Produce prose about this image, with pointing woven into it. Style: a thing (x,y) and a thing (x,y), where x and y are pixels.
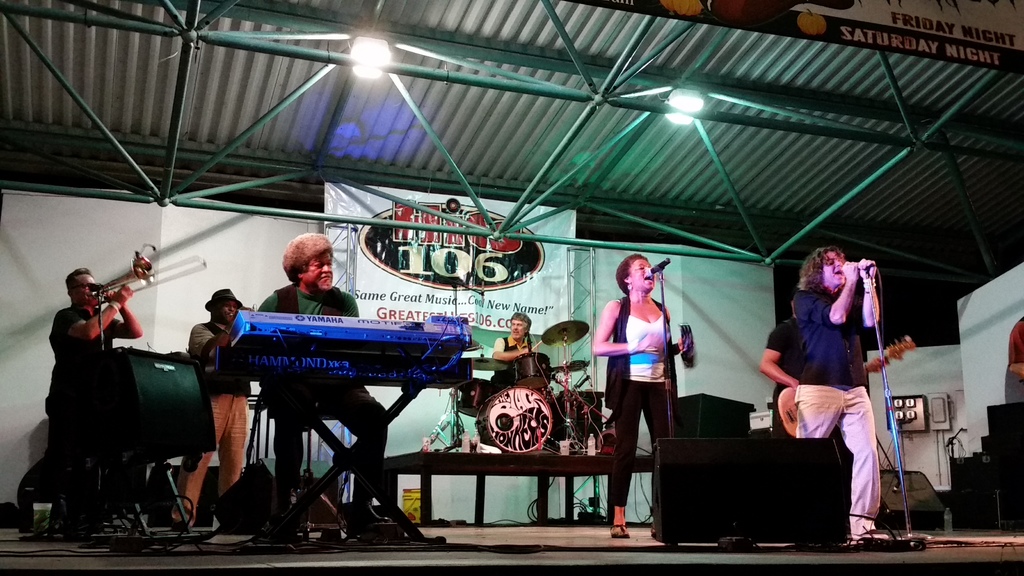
In this picture there is a woman (643,342) who is wearing white t-shirt (638,363), trouser (635,428) and sandal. She is singing in front of the mic (662,269). Beside of her there is a man (825,341) who is wearing blue t-shirt (821,379) and shoes (883,532). And he is holding a mic (865,275), besides him there is a man (776,354) who is playing a guitar (782,389). In the center (515,342) there is a man (514,323) who is sitting on the chair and playing a drum (521,354). On the left (83,285) there is a man (59,335) who is playing a trombone (110,300). Beside them there is another man (233,321). In front of them there is a man (334,311) who is playing a piano (310,374). Besides him I can see the speaker (176,451). At the top (387,43) I can see some lights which are placed on the shed (470,130). In the top right corner (915,11) there is a banner (848,6).
